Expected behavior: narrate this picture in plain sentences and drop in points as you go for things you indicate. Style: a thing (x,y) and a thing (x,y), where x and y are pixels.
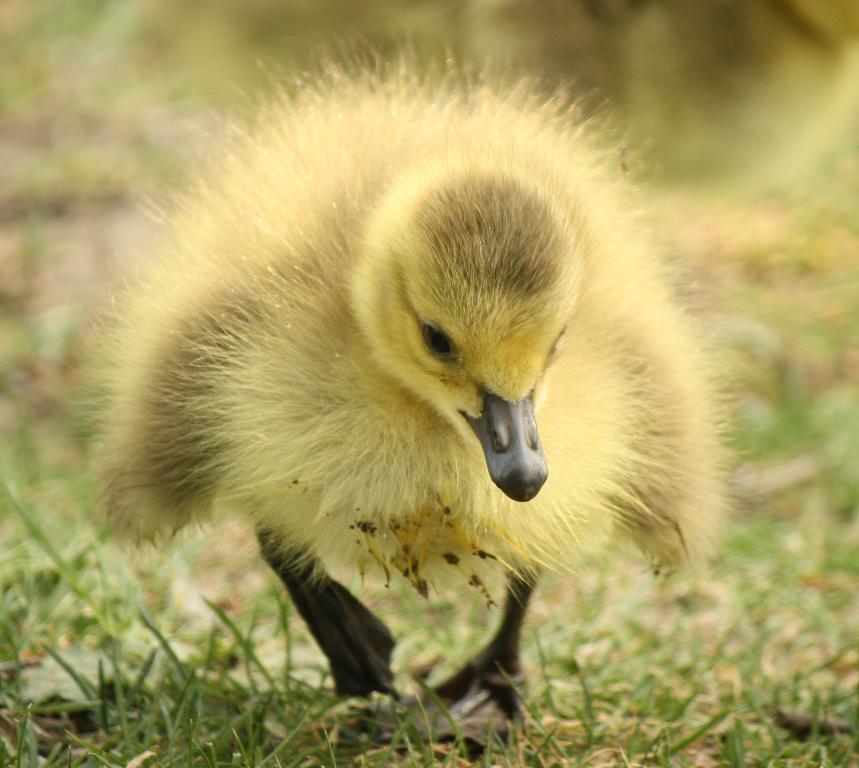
In this picture we can see an animal (508,637) on the ground (763,442) and in the background (53,286) we can see grass (63,63) and it is blurry.
